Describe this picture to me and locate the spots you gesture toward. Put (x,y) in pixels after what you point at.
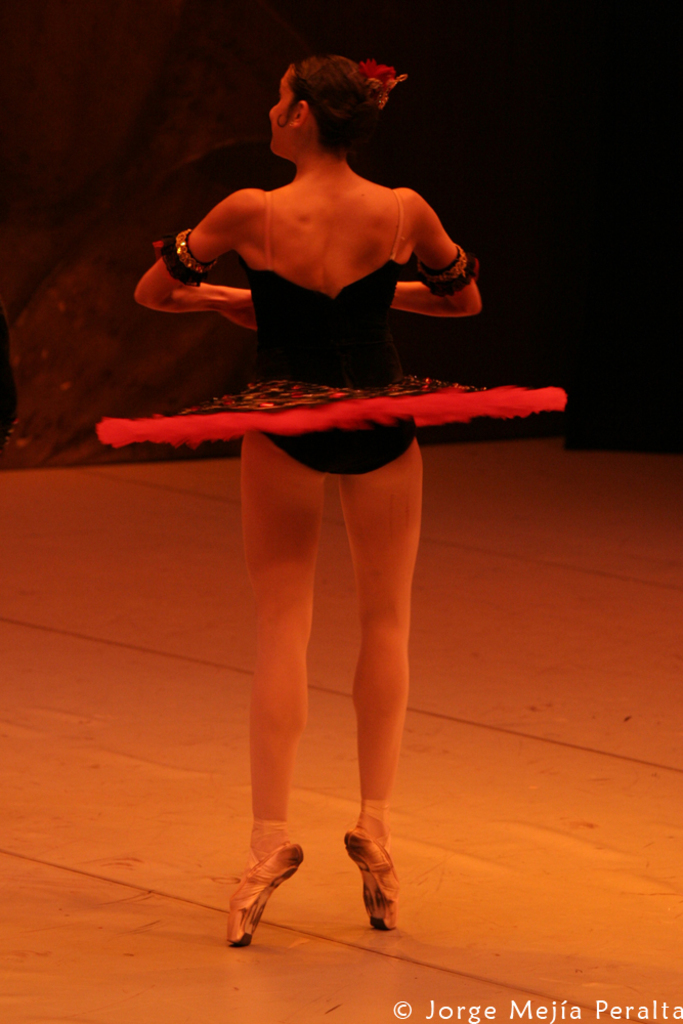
In this image we can see a ballet dancer (263,749).
